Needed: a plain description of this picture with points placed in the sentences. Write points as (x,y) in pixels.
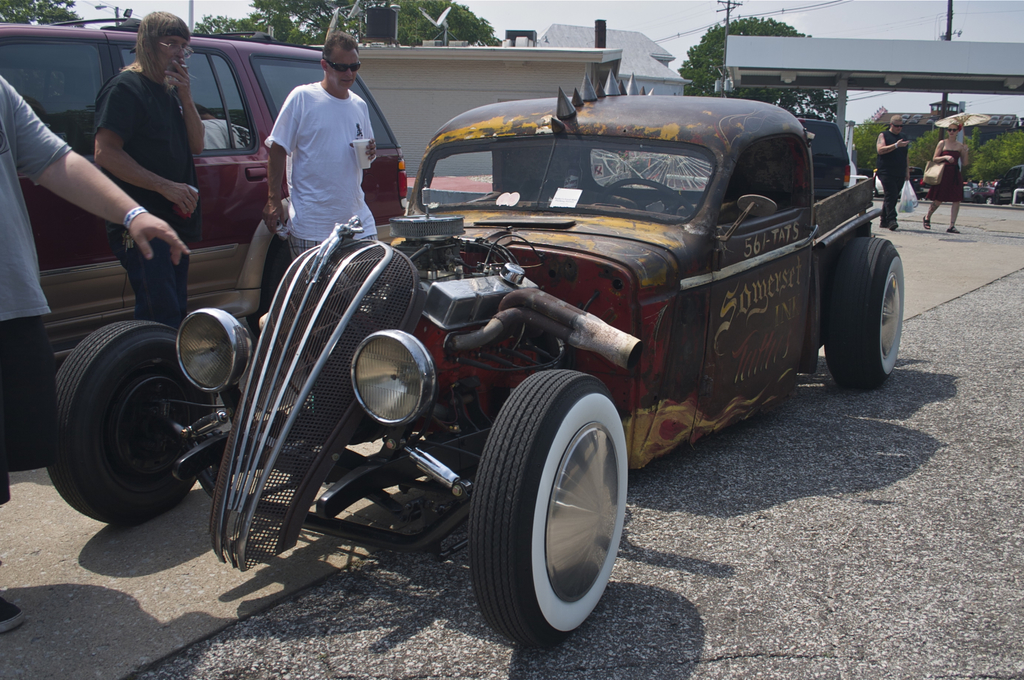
In this picture I can see the car (514,273), beside that I can see some people (293,192) who are standing. In the back (894,167) I can see two persons (895,155) who are walking on the road (968,231). In the background (990,159) I can see many trees (990,174), poles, electric poles (726,20), wires (743,16) and buildings (585,38). At the top (588,9) I can see the sky (706,17) and clouds (651,9). On the left (57,266) I can see another red color car (66,275).
